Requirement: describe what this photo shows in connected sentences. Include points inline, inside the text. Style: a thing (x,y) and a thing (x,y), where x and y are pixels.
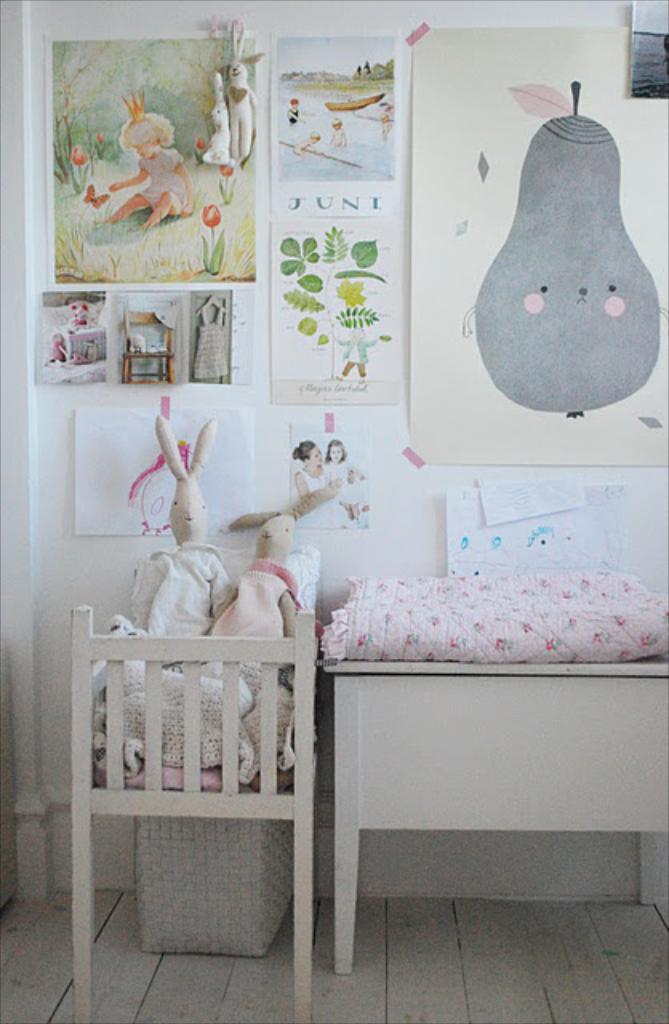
In this image I see a cradle (201,676) over here on which there are 2 soft toys (166,629) and I see a bed (451,641) over here. In the background (55,216) I see the wall (41,507) on which there paintings (370,231) and I see the floor (260,980).
